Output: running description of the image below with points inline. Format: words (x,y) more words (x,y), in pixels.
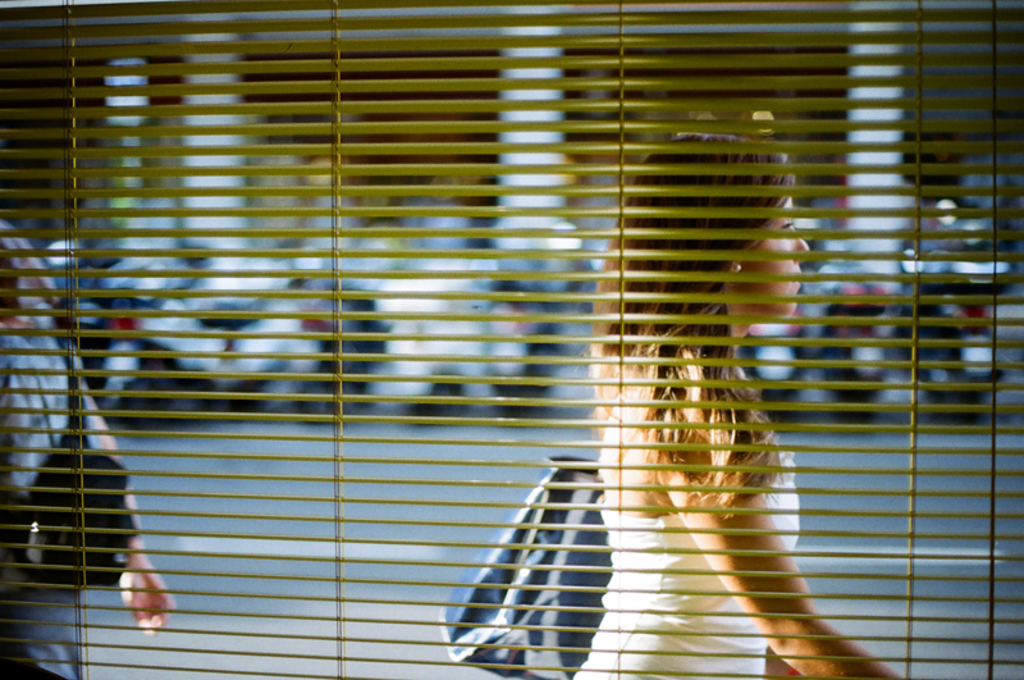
In this picture from the blinds (72,426) I can see couple of them (611,375) walking, they are wearing bags (3,502) and I can see motorcycles (810,315) in the background (880,305).
